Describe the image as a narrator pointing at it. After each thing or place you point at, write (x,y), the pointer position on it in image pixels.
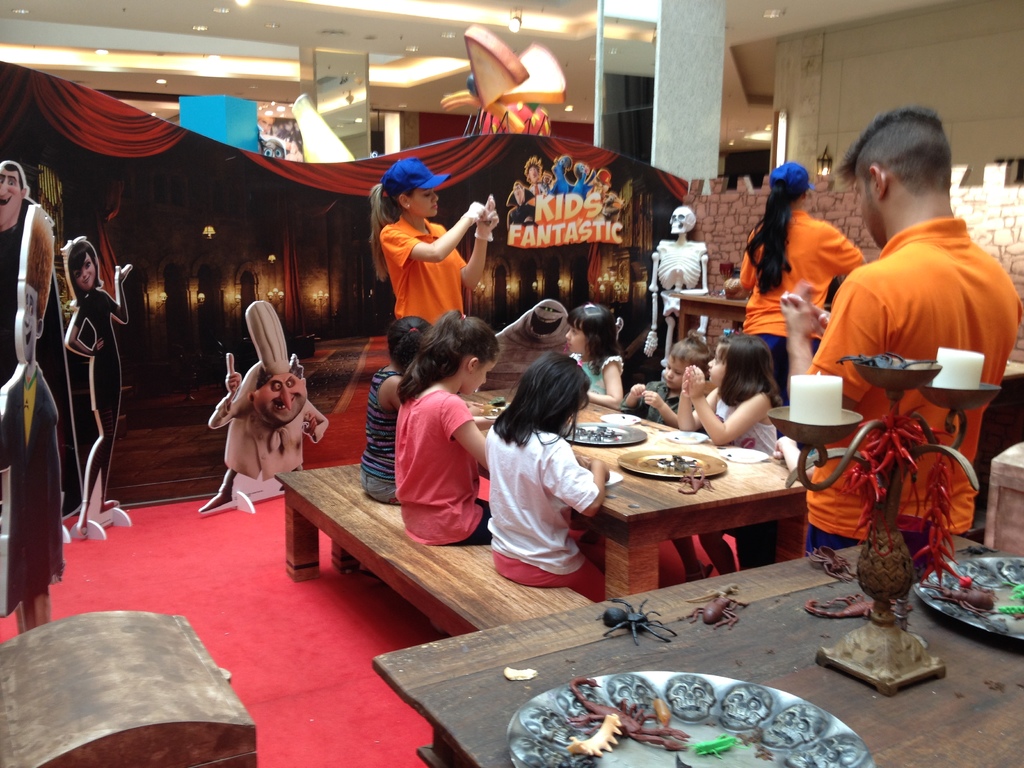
In this image I can see children (561,427) sitting on the benches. There are food items (663,456) and plates (680,438) on the table (694,510). In the bottom right corner (919,566) there is another table (795,657) with toys (734,605) and some other objects (741,684) on it. There are three people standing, there are boards (221,159) and there is a skeleton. Also there are walls (934,59), pillars (349,77) and there is ceiling (336,37) with lights (331,5).
